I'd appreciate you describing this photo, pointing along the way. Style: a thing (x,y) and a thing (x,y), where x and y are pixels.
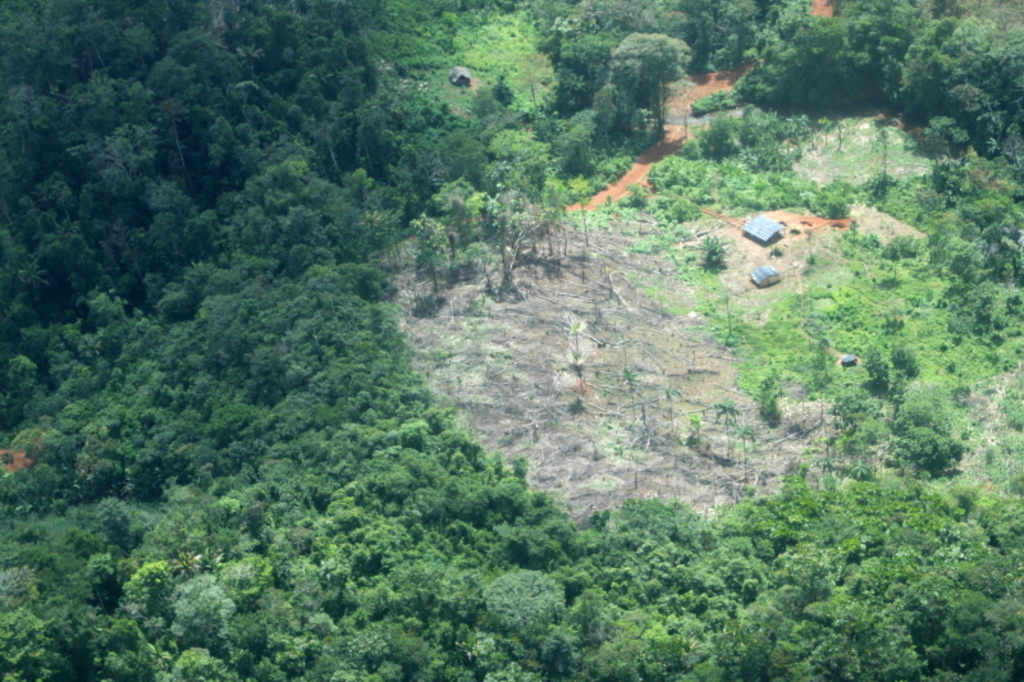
In this picture we can see the thicket (112,414), huts (751,236) and ground (670,311).
